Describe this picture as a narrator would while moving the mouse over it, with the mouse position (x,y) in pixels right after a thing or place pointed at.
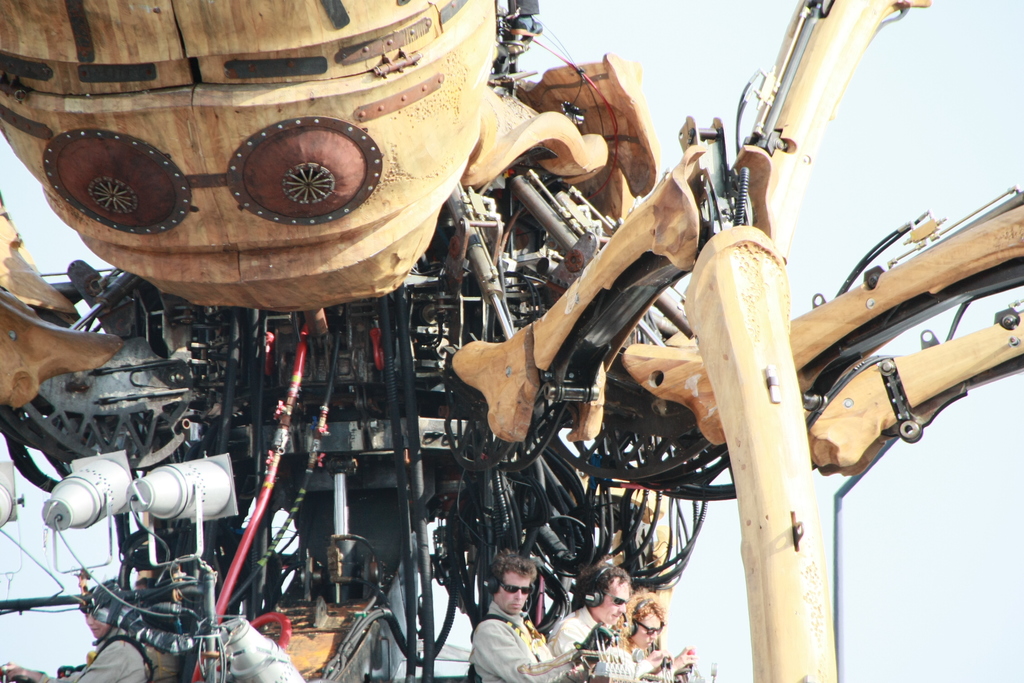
In this image we can see an object (302,362) like a robot (444,476). There are people (99,633) wearing headphones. In the background of the image (893,451) there is sky (735,64).
